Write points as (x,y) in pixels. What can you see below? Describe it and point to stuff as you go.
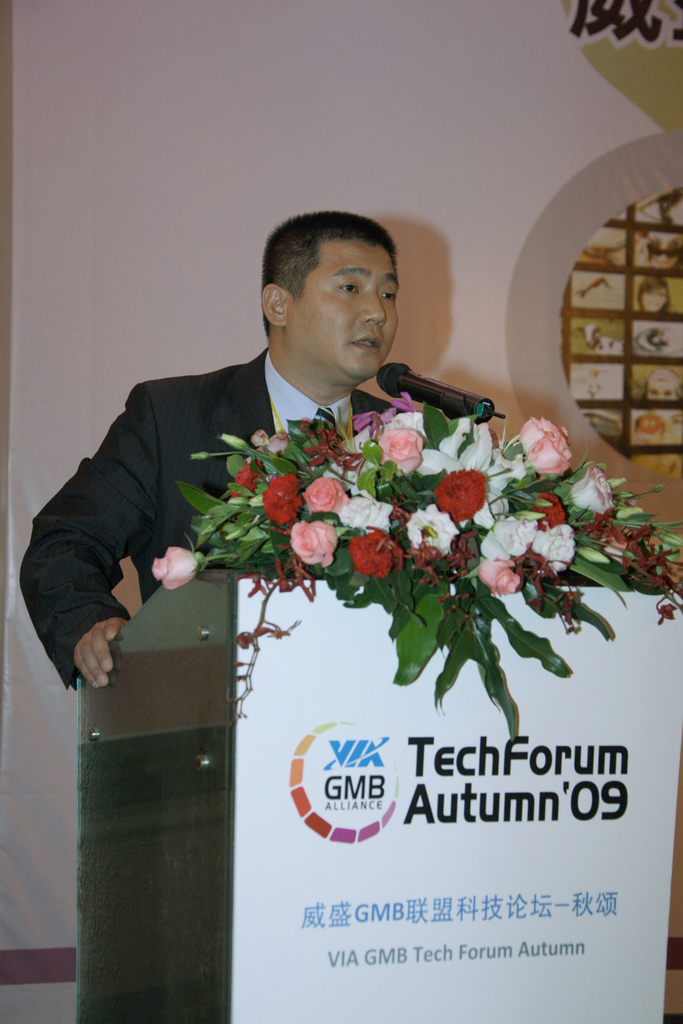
In this image we can see a man (263,402) is standing near the podium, he is wearing the suit (150,470), in front there is a microphone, and flower bouquet (202,517) on it, at the back (252,36) there is a wall (432,281).
